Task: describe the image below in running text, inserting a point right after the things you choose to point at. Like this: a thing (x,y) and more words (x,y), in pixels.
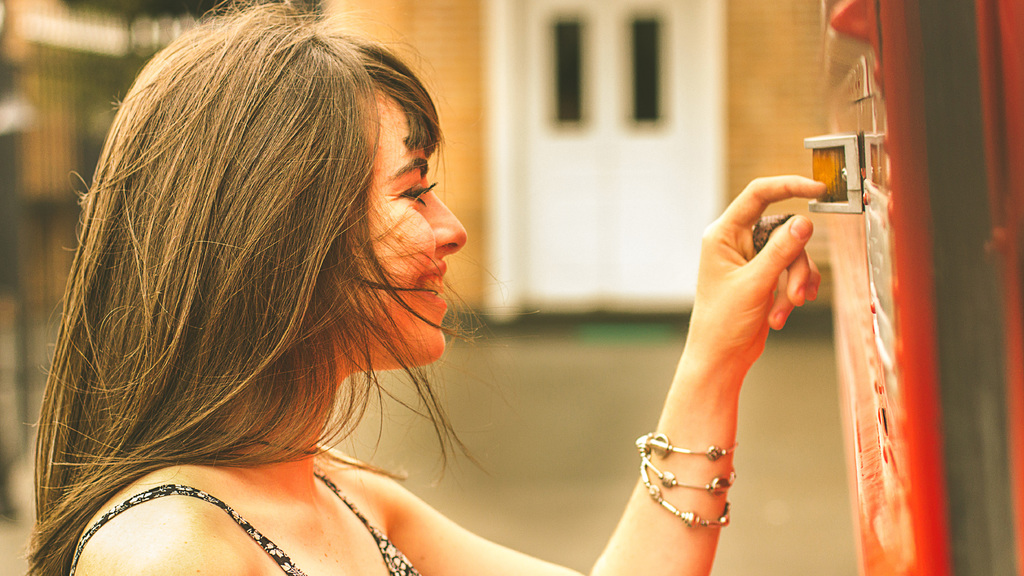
In this image we can see lady (333,484). On the right side (897,342) there is an object (852,319). In the back (481,82) there is a wall (478,107) with doors (533,191). And it is blurry in the background (408,20).
